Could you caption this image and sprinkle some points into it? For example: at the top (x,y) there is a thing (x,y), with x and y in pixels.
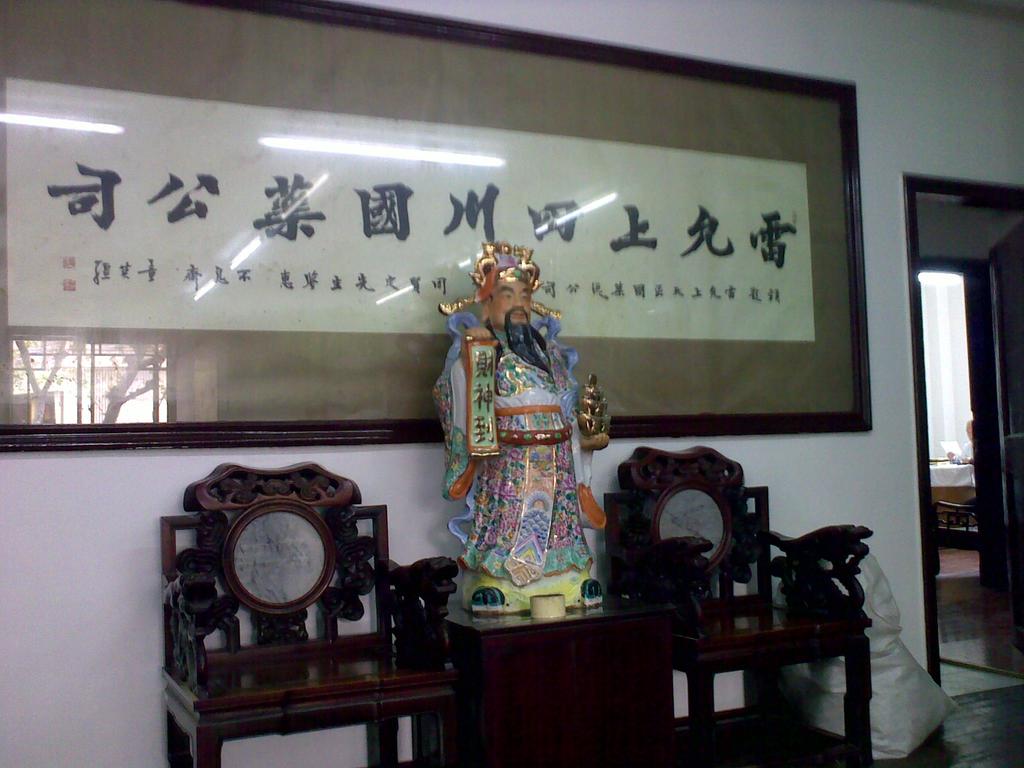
There is a statue (517,423) placed on the table (508,628). Beside there are some chairs (287,664). In the background (326,345) there is a photo frame (289,307) attached to the wall (881,56) here. In the right side (923,695) there is a bag (879,630) and a door (998,456) here.
